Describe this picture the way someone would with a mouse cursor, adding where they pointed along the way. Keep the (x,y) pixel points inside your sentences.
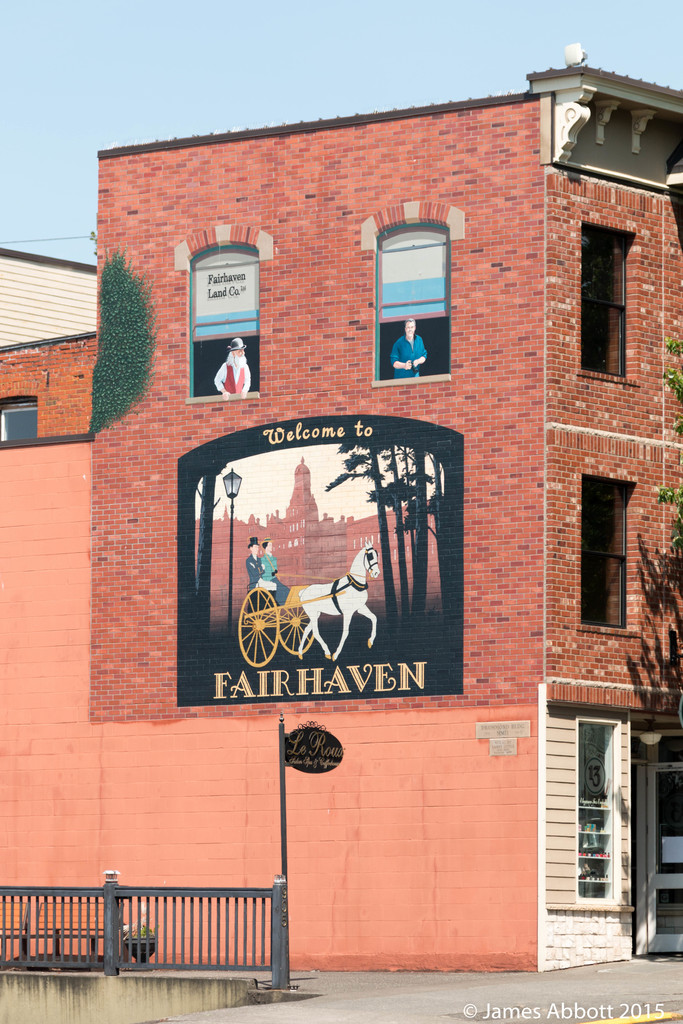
In this image, we can see a building (153,172), on that building (493,145) we can see a poster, we can see the fence (46,935), at the top (125,64) there is a blue sky (228,64).
